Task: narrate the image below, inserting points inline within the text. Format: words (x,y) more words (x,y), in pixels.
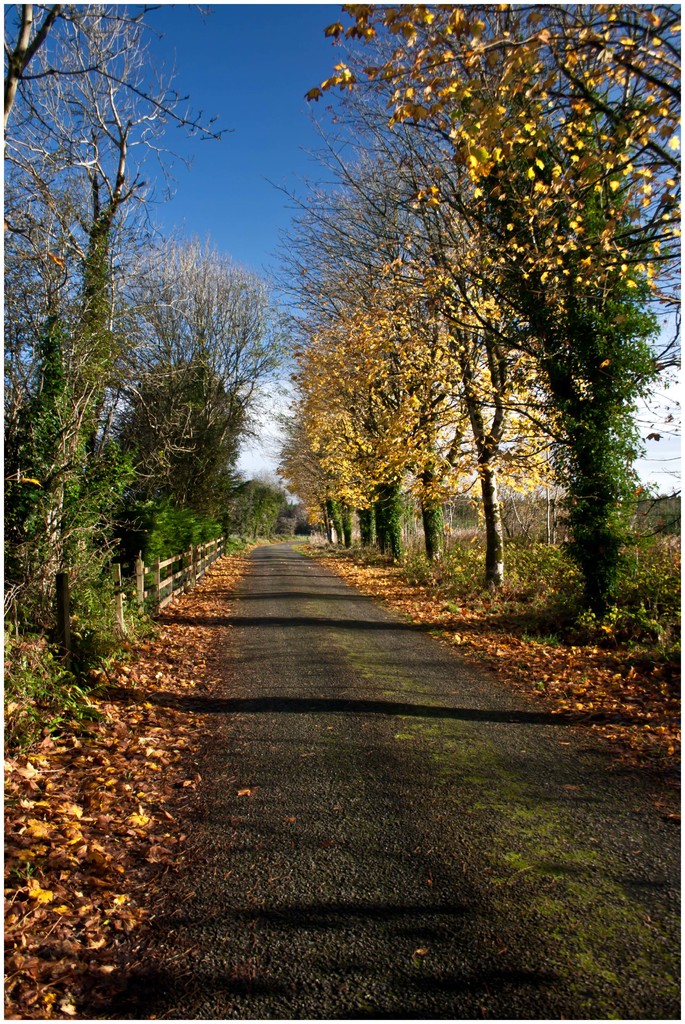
In front of the image there is a road (283,661), besides the road (296,658) there are dry leaves (128,742), on the right side of the road (395,638) there are trees (425,491), on the left side of the road (412,667) there is a wooden fence (144,601), behind the fence (122,620) there are trees (221,430), at the top of the image (299,180) there are clouds (280,414) in the sky (107,145).
